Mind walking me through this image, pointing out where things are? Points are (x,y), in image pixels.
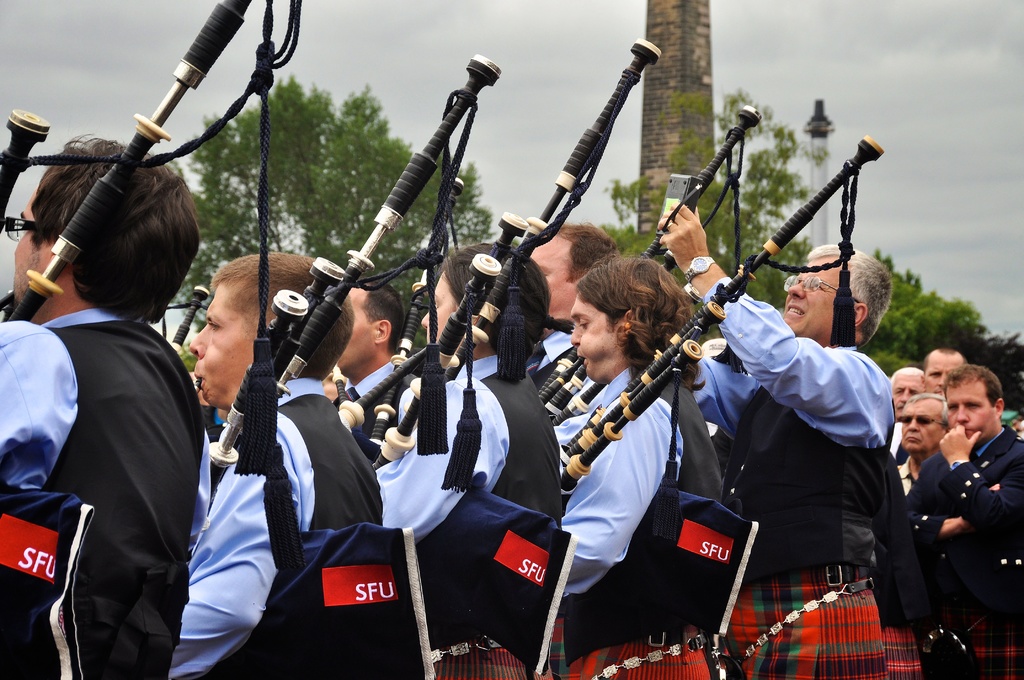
In the image I can see some people (403,391) wearing same dress (305,466) and playing some musical instruments (270,498) and around there are some trees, people (959,366).
